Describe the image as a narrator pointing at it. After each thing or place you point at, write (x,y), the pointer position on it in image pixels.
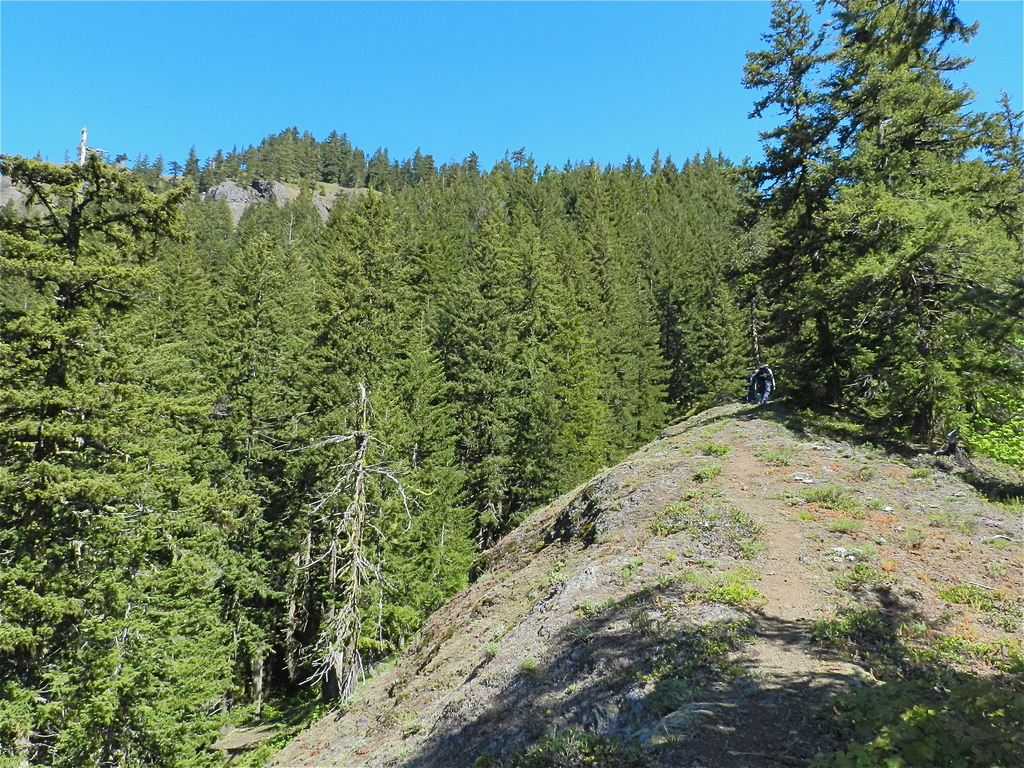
These are the green color trees (611,355). At the top (443,66) it is the blue color sky (463,50).
